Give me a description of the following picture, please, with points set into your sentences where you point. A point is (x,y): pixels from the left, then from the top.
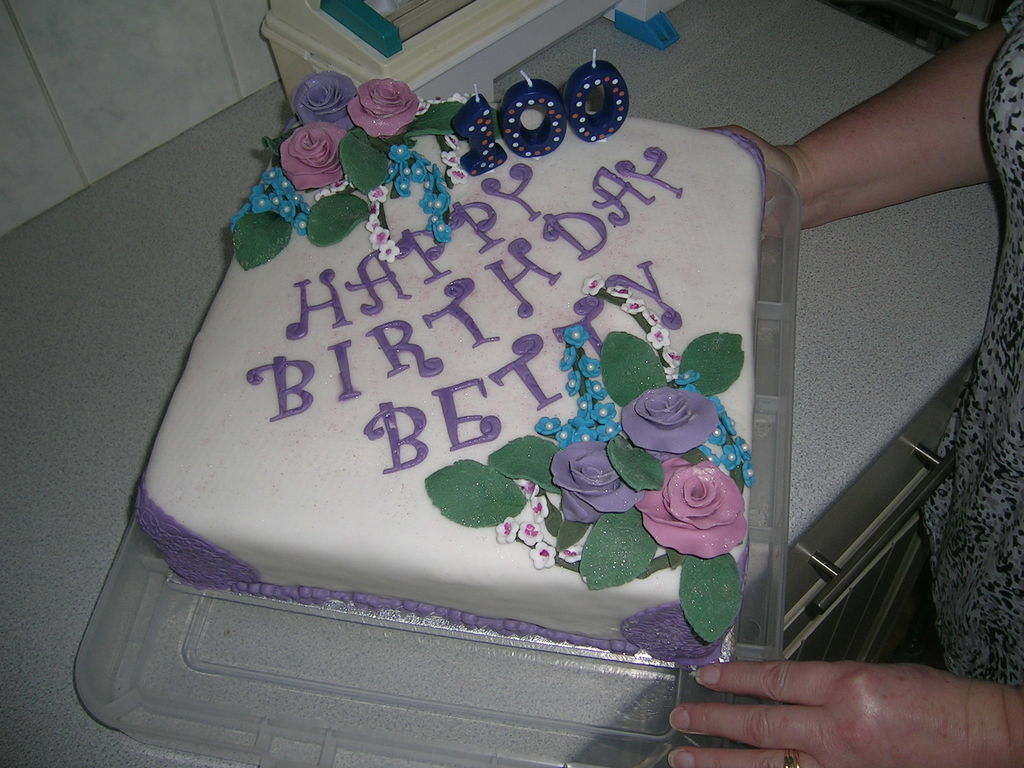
In this picture we can see a cake (681,537) on a tray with candles (515,103) on it and beside this cake (449,243) we can see an object (321,44) and a person (929,91) standing.
